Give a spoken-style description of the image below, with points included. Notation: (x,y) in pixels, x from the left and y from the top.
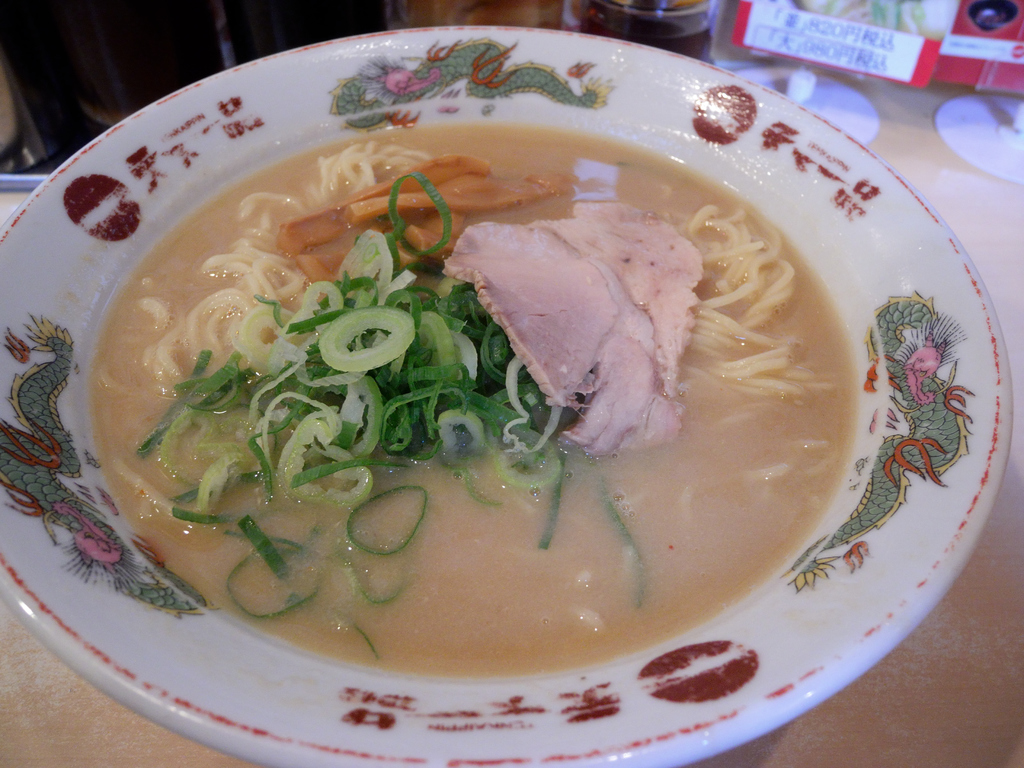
In this picture there is an edible (410,336) and soup (464,507) placed in a plate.
